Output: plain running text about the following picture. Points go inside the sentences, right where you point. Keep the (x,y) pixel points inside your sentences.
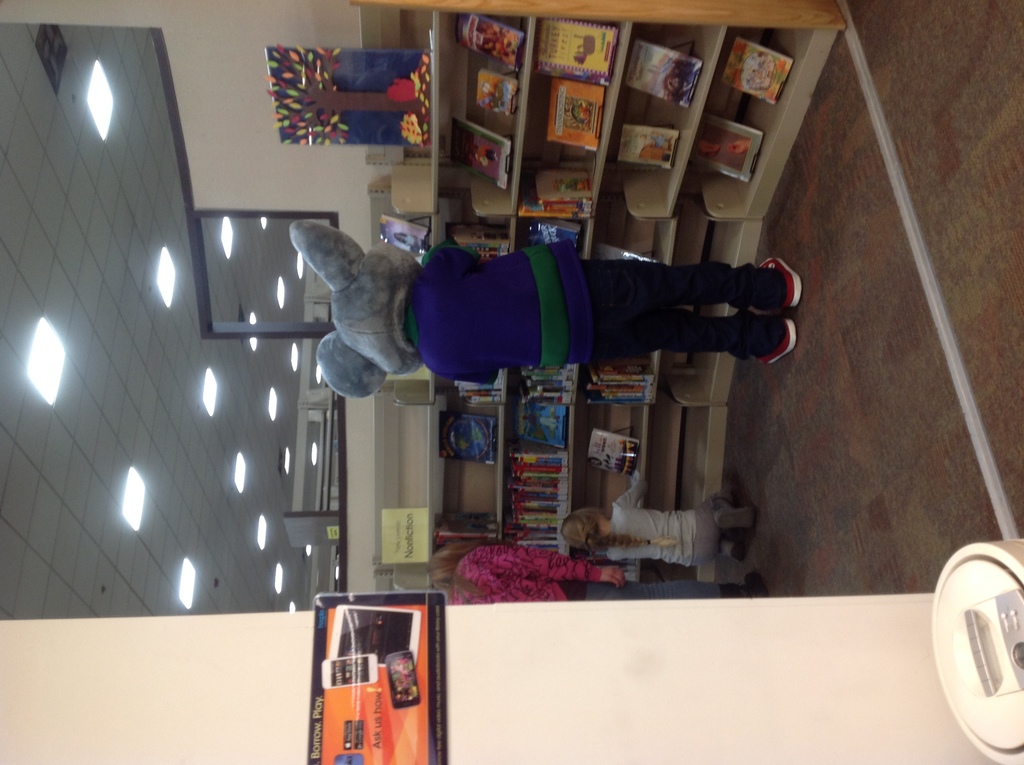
This picture shows inner view of a store (270,400). We see a human (506,353) standing, He wore a mask (362,306) on his head (381,277) and we see few books (564,415) in the bookshelf (666,375) and we see a woman (562,573) and a girl (656,540) and we see few roof lights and a poster (398,532) to the cupboard (729,107) and we see a poster (378,602) on the wall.
